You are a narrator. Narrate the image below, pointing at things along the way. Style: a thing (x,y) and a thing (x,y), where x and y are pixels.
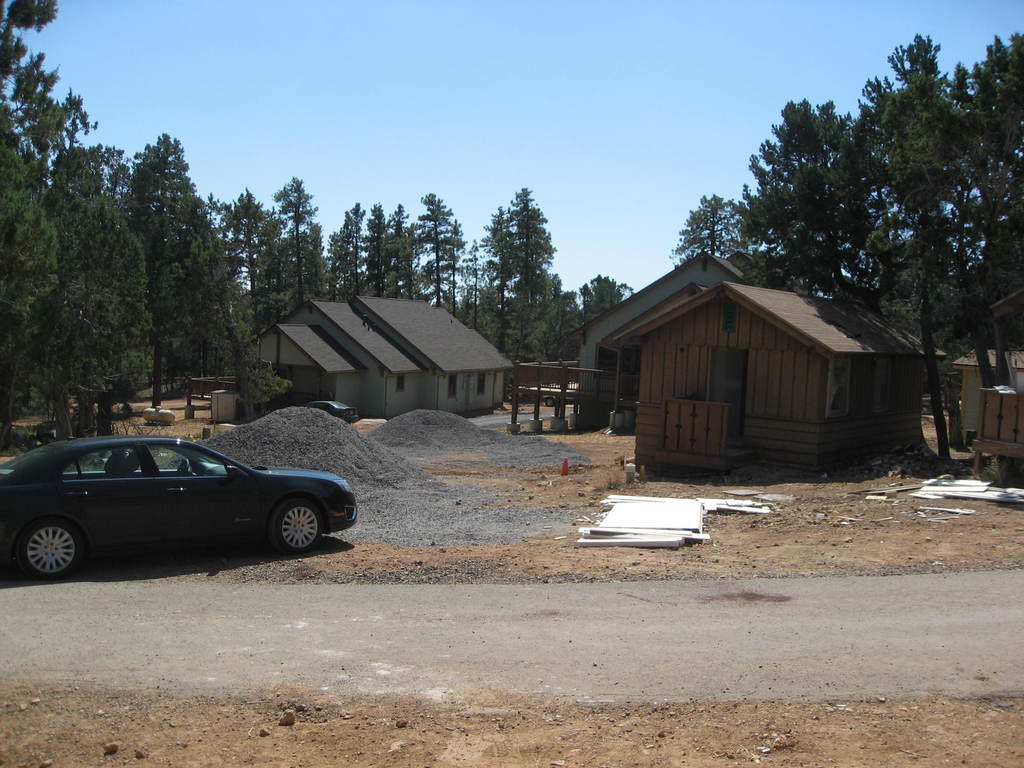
In this image there is the sky (532,72) towards the top of the image (527,35), there are trees (127,262), there are houses (409,358), there are cars (329,406), there is road (486,625), there is ground (486,735) towards the bottom of the image (782,741), there are objects (753,496) on the ground (478,454).
